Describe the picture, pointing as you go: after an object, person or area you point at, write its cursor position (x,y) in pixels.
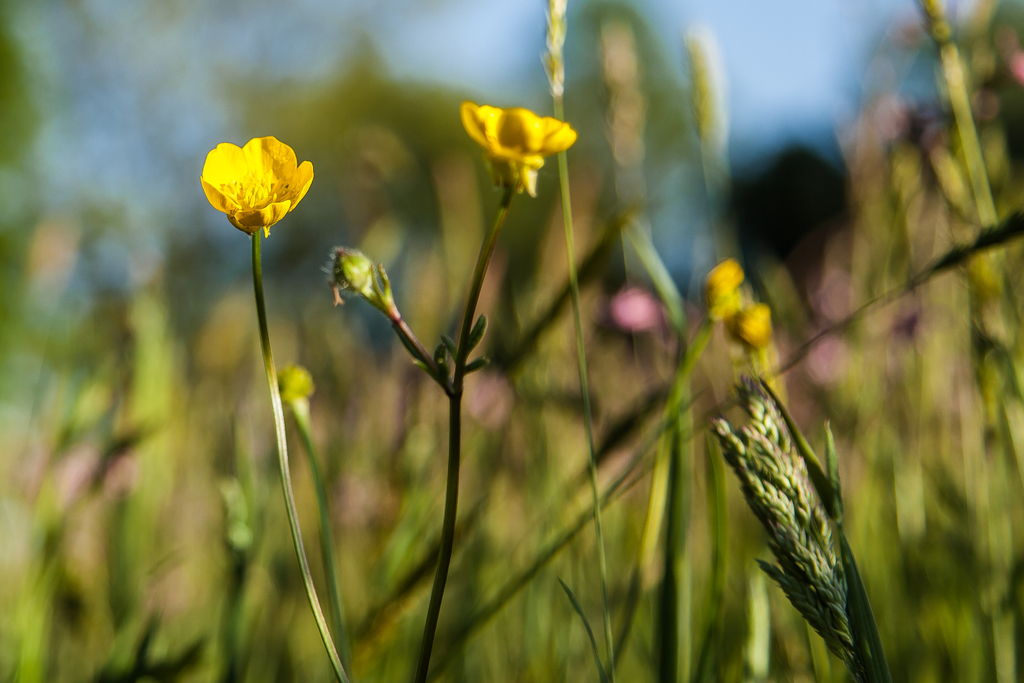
There are flower plants (461,353) and buds (349,274) in the foreground area of the image (460,333) and the background (535,317) is blurry.
